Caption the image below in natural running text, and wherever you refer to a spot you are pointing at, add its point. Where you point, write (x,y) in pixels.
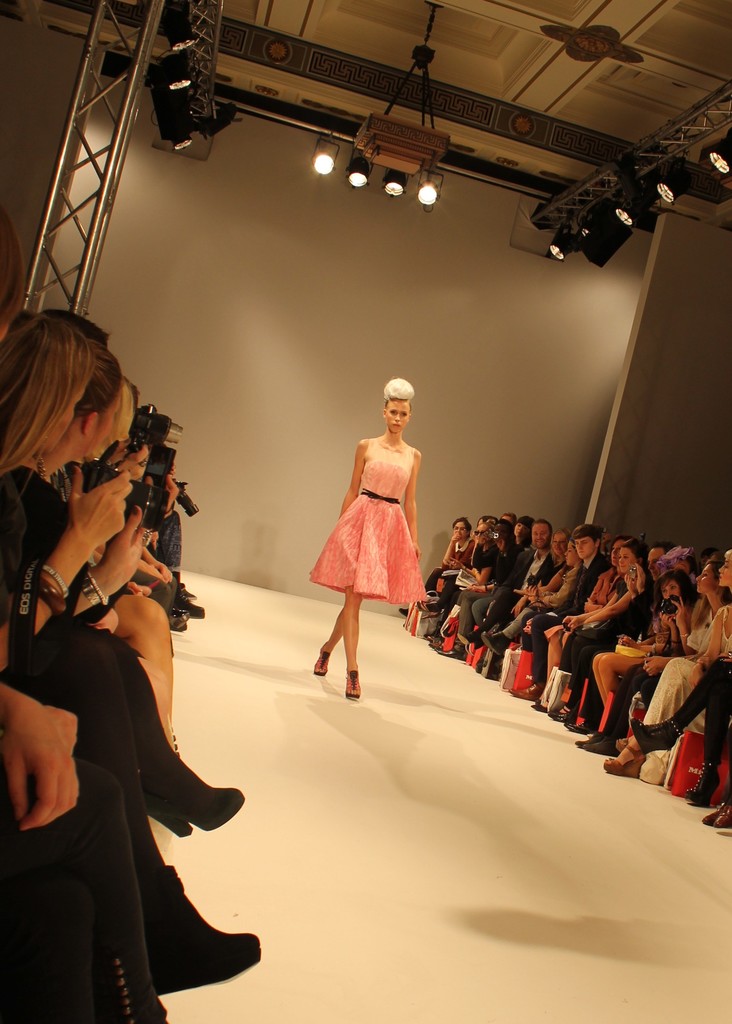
In this image I see number of people (446,581) in which most of them are sitting on chairs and I see a platform (190,678) on which there is a woman (401,393) and I see that she is wearing pink color dress (386,551). In the background (423,536) I see the wall (277,245) and I see the lights (316,154) over here and I see the ceiling (480,58).
